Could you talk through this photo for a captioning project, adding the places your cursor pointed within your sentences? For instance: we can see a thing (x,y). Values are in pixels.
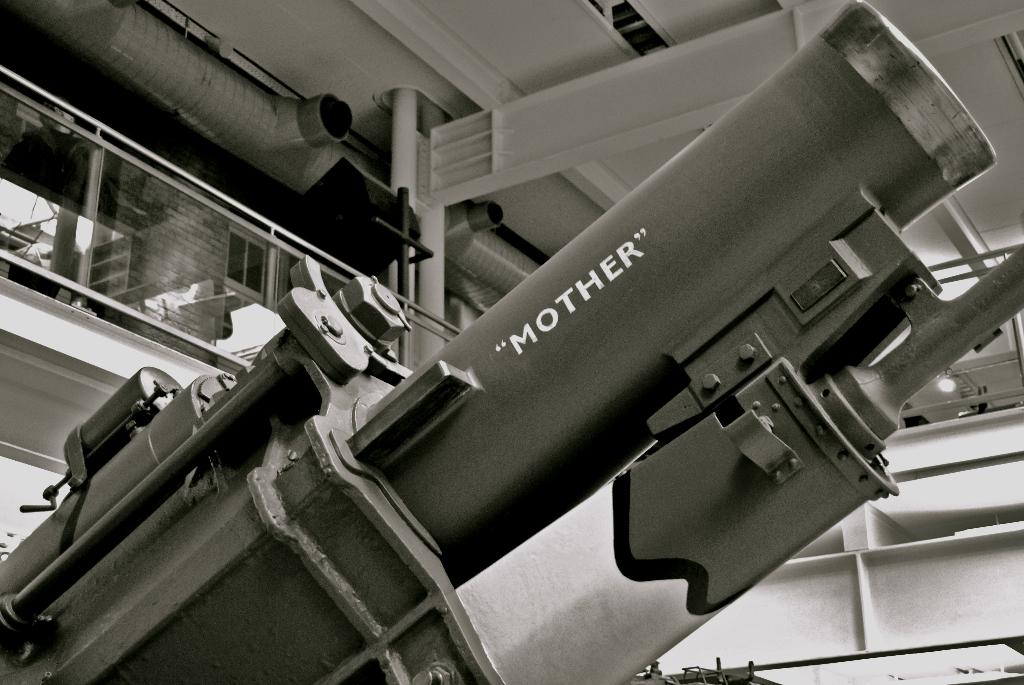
In this picture I can see a machine (825,263) in the building (285,195) and I can see text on it.
